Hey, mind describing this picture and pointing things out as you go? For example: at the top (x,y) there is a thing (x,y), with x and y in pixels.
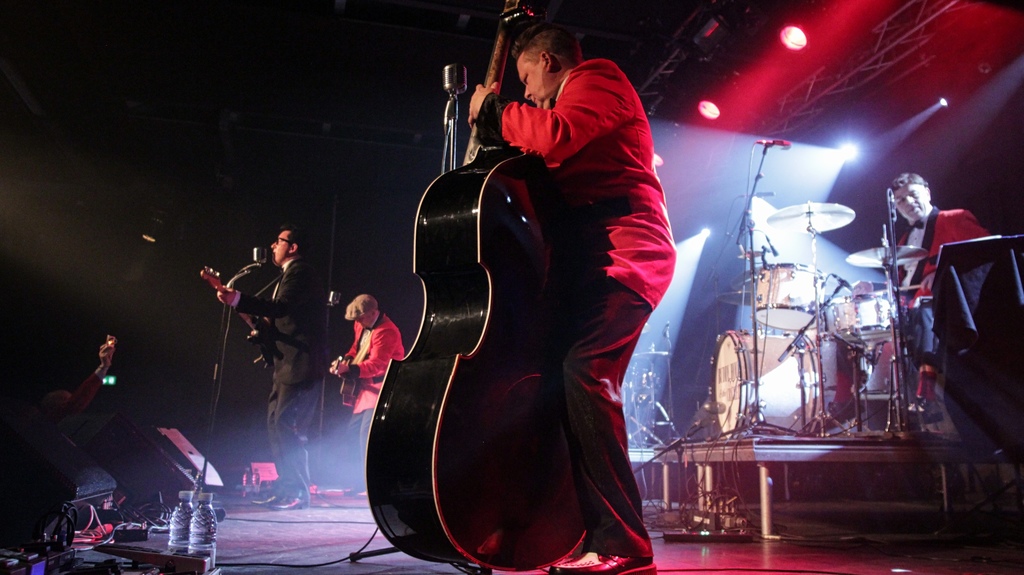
There are some people (572,296) playing a musical instruments (423,416) on the stage (313,515).
